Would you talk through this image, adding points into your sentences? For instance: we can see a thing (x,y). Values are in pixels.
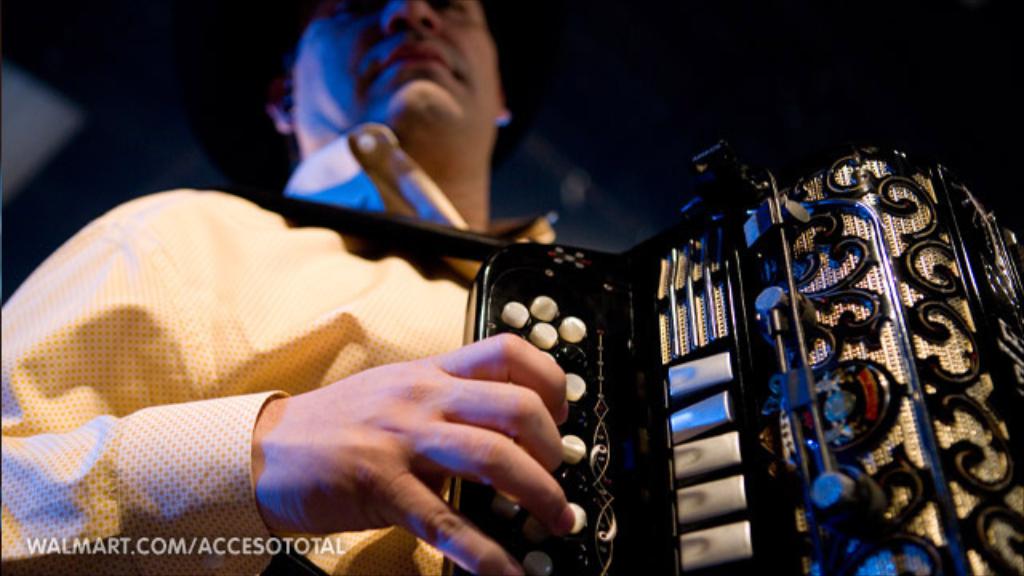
In this image we can see one man (209,405) standing and playing musical instrument (597,401). There is some text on the image and the background (983,84) is blurred.
